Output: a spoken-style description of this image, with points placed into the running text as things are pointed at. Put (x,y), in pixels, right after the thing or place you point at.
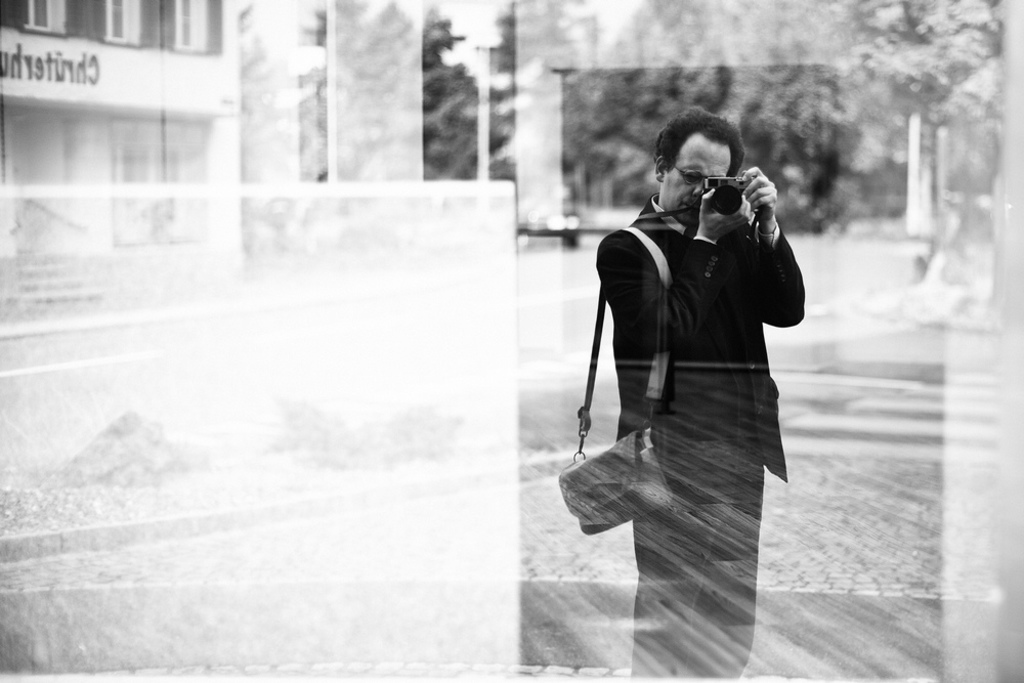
In this picture there is a man (747,436) standing in the front (725,324), wearing a black suit (720,265) and taking photos in the glass (472,162). Behind there is a building (213,179) and some trees (598,111).
